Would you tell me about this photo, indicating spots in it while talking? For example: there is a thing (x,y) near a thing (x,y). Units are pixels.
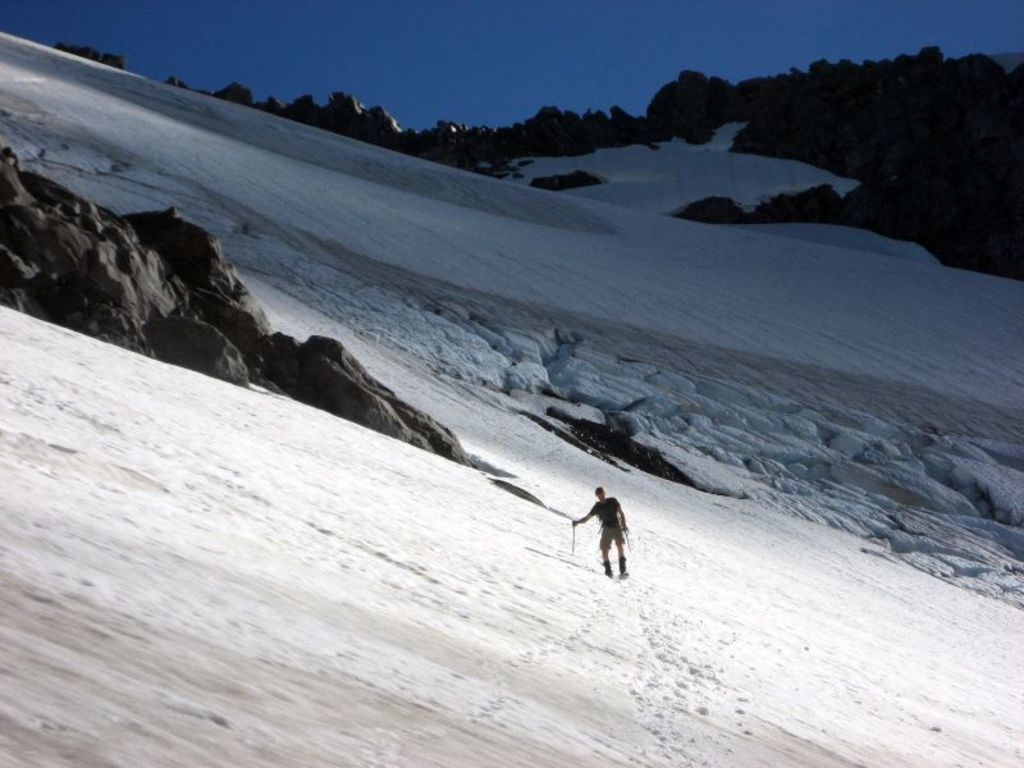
Land (709,359) is covered with snow (566,531). Middle of the image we can see a person (595,508). Background (613,69) there are rocks (553,112) and sky (531,93). Sky (518,59) is in blue color.
